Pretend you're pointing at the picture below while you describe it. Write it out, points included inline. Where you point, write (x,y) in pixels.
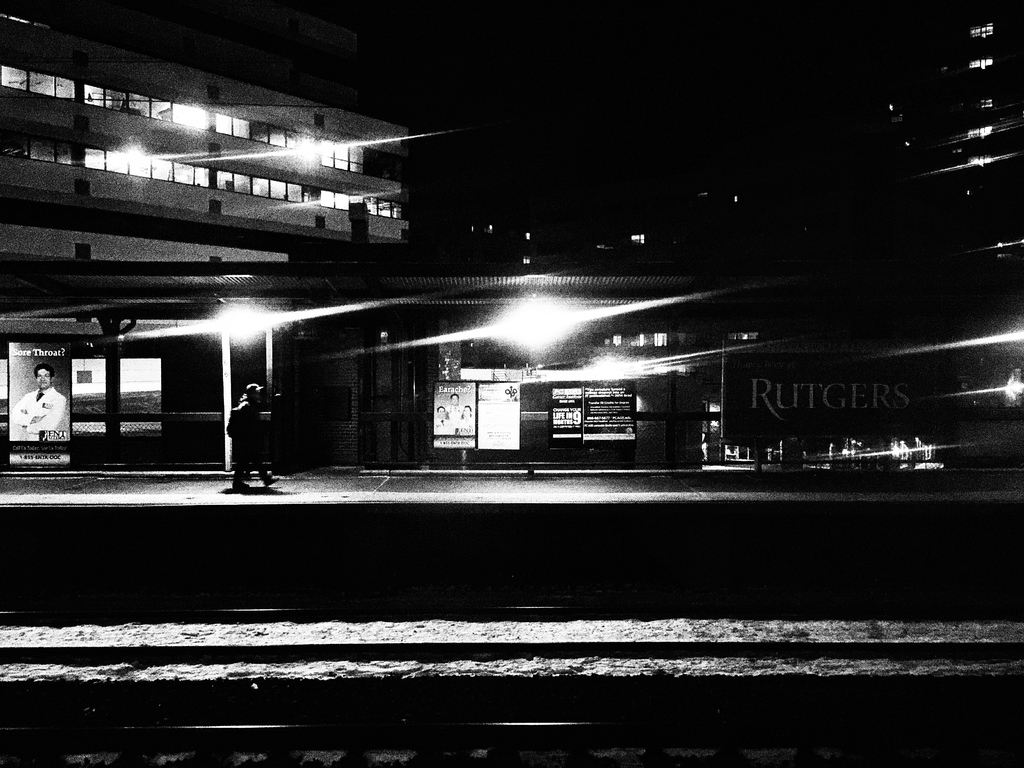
In this black and white picture there is a person (253,425) walking on a walkway (458,474). There is a shed (458,290) on the walkway (574,476). Below the shed (491,298) there are boards (503,397). On the boards (499,411) there are the pictures (469,403) of people (40,413) and text (590,427). In the background (188,173) there are buildings (936,145). At the bottom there is a wall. The image is dark.
